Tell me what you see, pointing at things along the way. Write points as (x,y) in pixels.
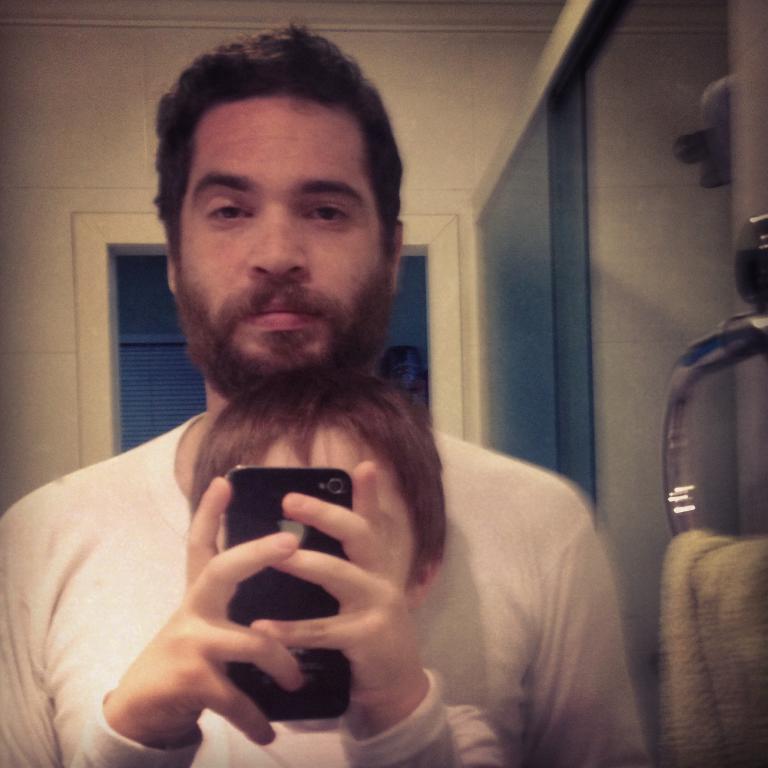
In this photo a man (339,334) is standing behind this boy (349,397) who is taking picture from this Iphone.
